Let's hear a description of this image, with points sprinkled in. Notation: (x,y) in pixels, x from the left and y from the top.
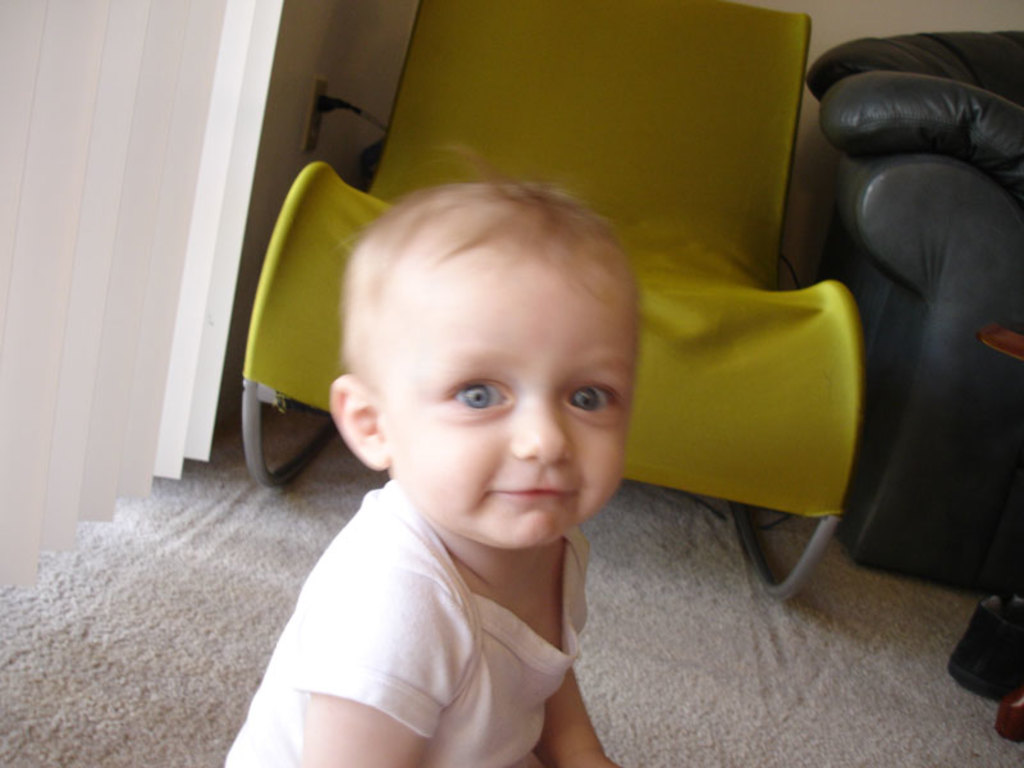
In the image we can see a baby (467,672) wearing clothes (438,571) and the baby (520,455) is smiling. Here we can see the couch (923,278), rest chair (736,307), floor (729,657) and the window blinds (72,373).
